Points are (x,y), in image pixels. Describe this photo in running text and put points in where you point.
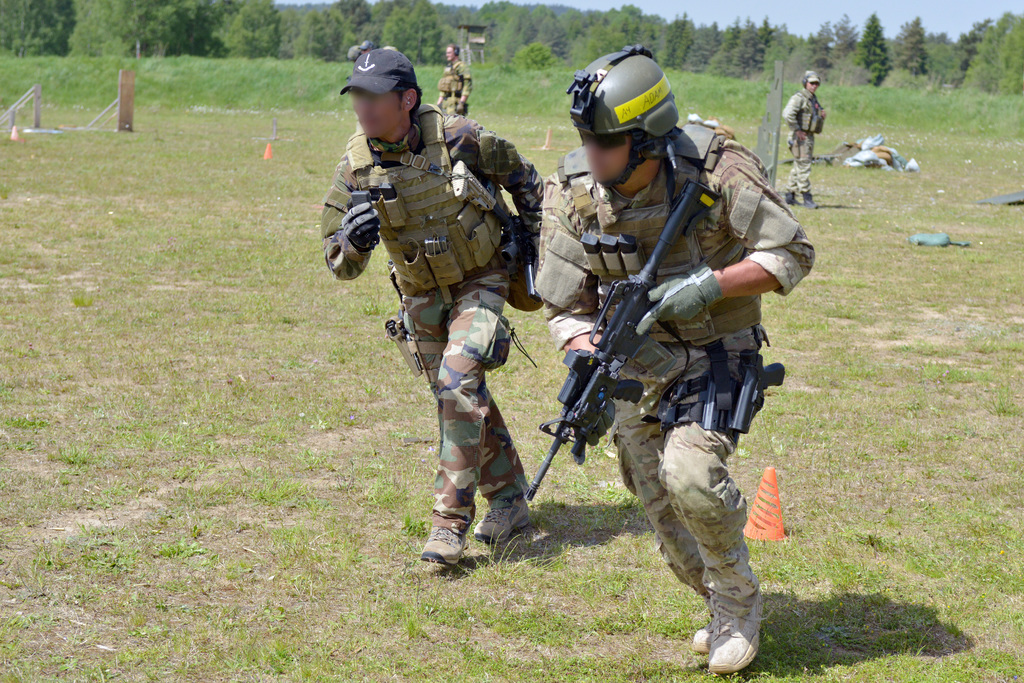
In the middle of the image (440,431) two persons (781,269) are holding weapons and running. Behind them few people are standing. At the top of the image (519,51) there are some trees (656,53) and plants (954,75). Behind the trees (498,16) there is sky (600,4). At the bottom of the image (230,469) there is grass (44,477).
